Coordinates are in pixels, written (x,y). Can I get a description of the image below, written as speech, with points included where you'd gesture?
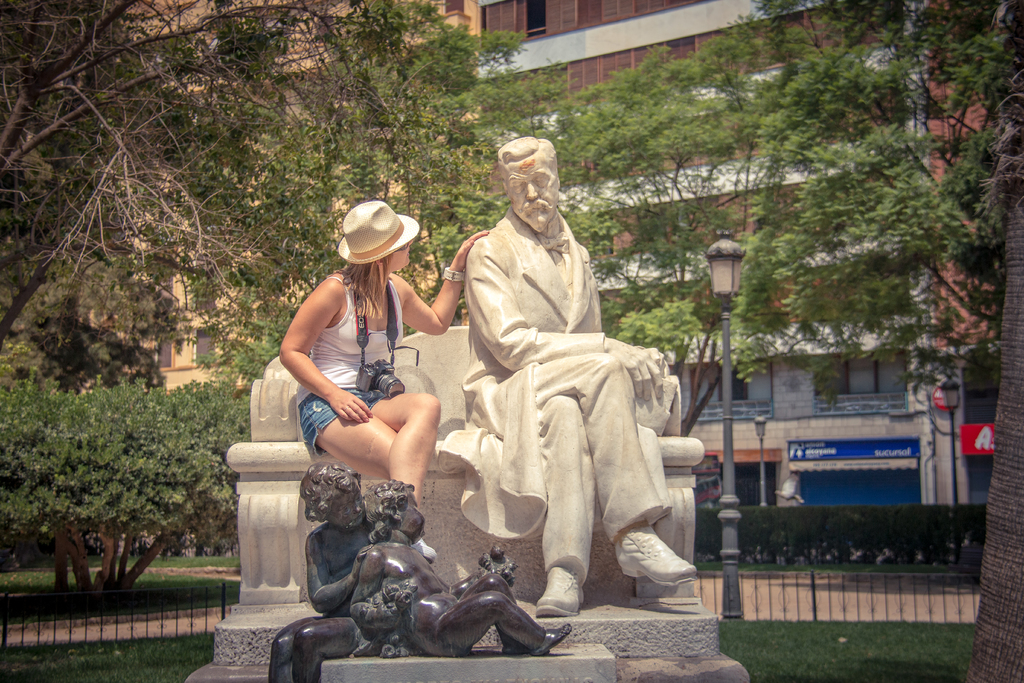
In this image, we can see a woman (366,449) is sitting beside the statue (607,392). At the bottom (314,632), we can see statue (393,621). Background (87,453) there are few trees (999,579), fence (928,601), grass (920,629), walkway (865,592), buildings (944,501), walls (828,437), windows (990,391), street lights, banners (906,447), plants (793,547) and few objects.
